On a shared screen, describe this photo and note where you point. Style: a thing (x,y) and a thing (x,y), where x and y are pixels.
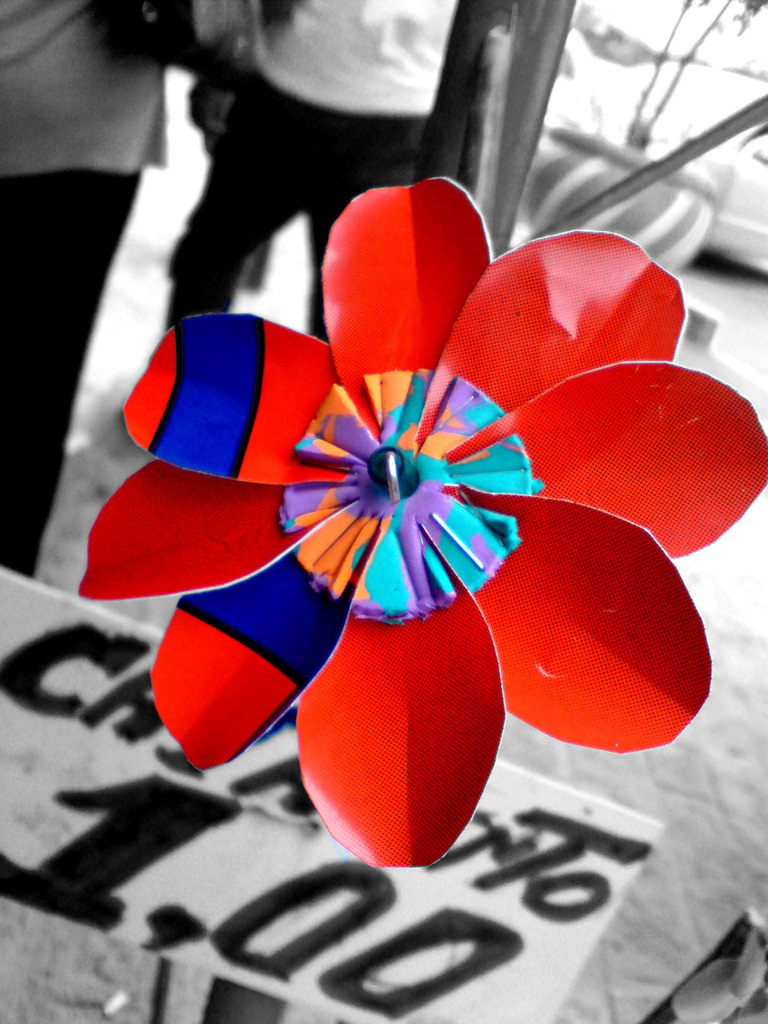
In the center of the image (404,402) we can see a craft (383,548). At the bottom (303,905) there is a board (266,893). In the background (211,258) there are people (211,212).
